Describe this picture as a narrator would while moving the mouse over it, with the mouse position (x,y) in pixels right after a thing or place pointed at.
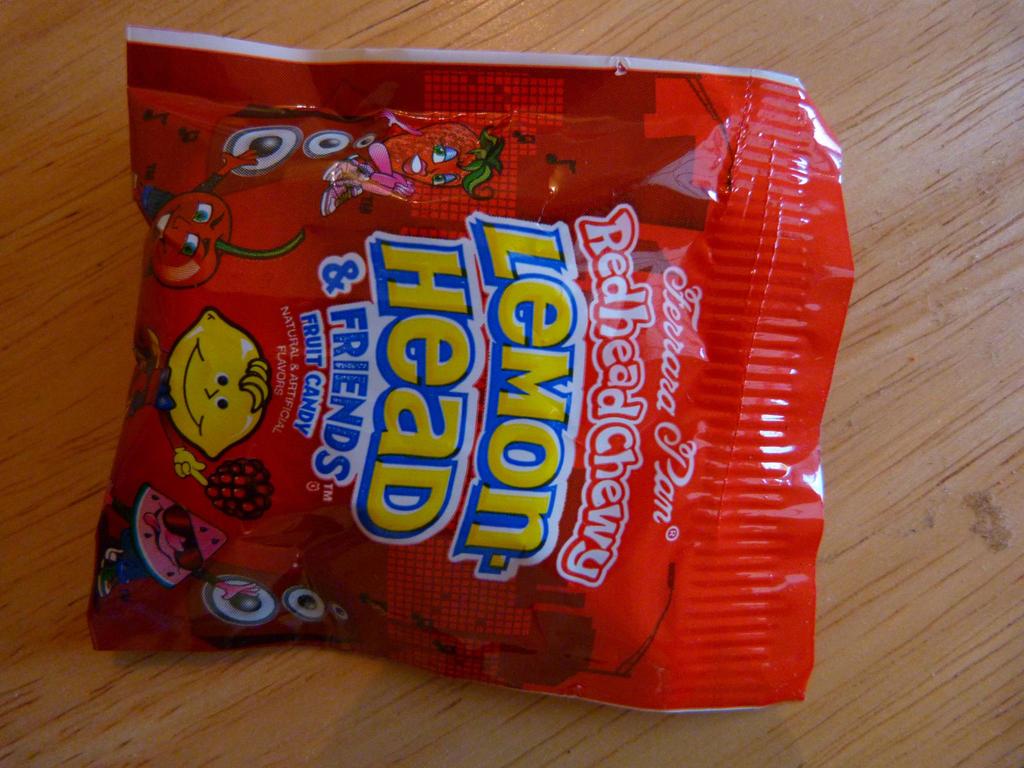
In the center of this picture (540,273) we can see a red color packet (528,182) containing some food items (601,387) seems to be the candies (384,261) and we can see the text (404,260) and the pictures (436,168) of some cartoons (421,170) on the packet (549,179). In the background (473,32) we can see a wooden object (681,33) seems to be the table (37,377).
